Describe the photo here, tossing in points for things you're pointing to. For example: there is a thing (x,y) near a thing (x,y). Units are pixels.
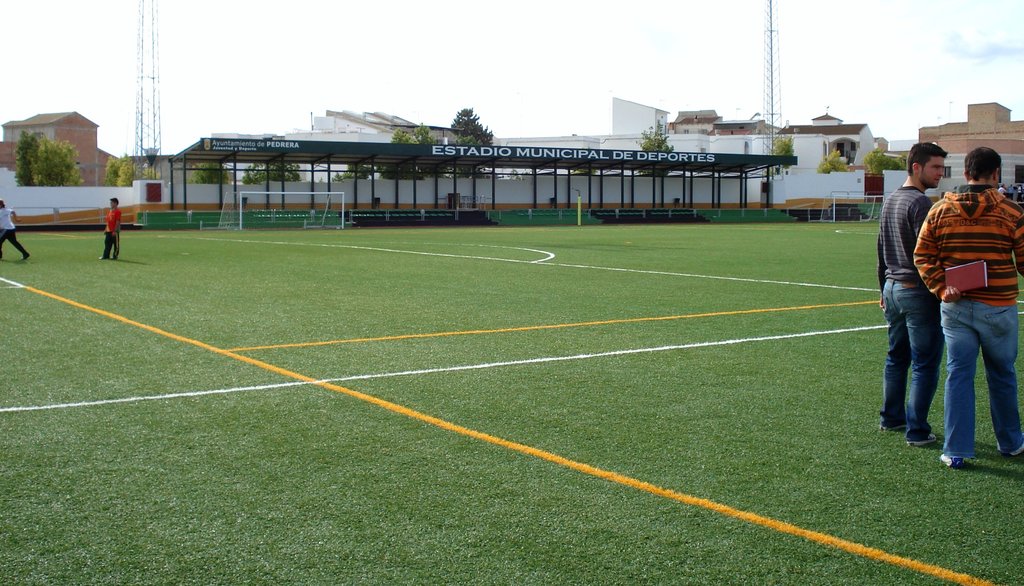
In this image we can see group of persons (914,286) standing on the ground (853,256). One person (987,275) is holding a book (967,273) in his hand (948,299). In the background (742,195), we can see a shed (554,162), group of poles (151,162), goal post (268,211), a group of trees (22,182), buildings (443,131) and the sky (802,58).
